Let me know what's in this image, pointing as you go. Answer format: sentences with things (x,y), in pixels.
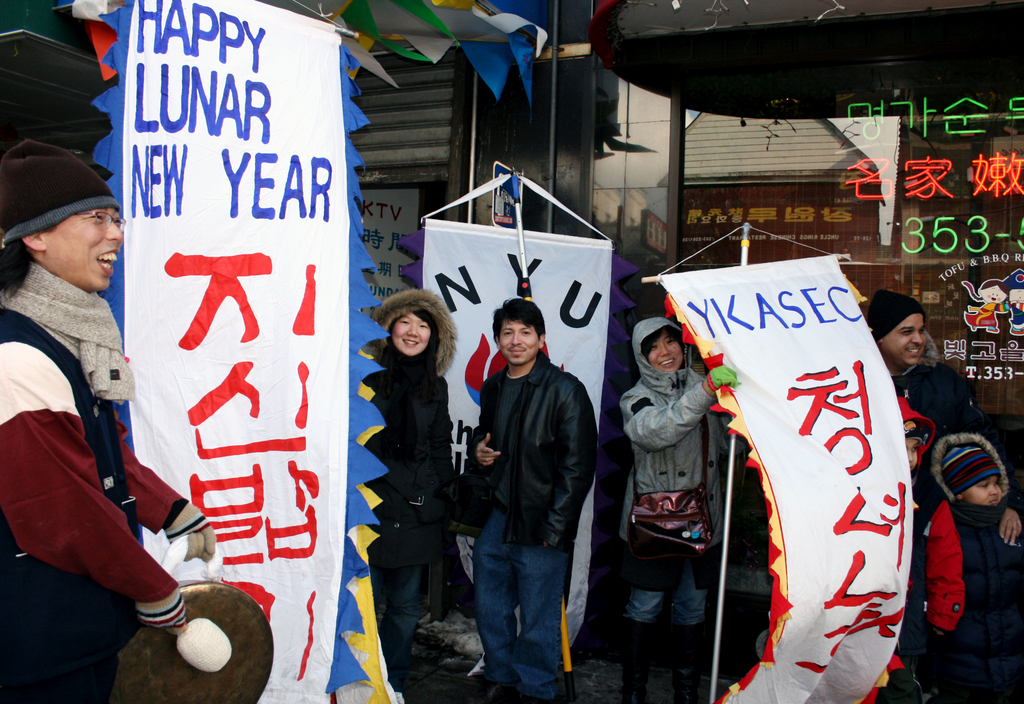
In this picture we can see a group of people (380,566), here we can see banners (341,528), decorative objects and some objects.
